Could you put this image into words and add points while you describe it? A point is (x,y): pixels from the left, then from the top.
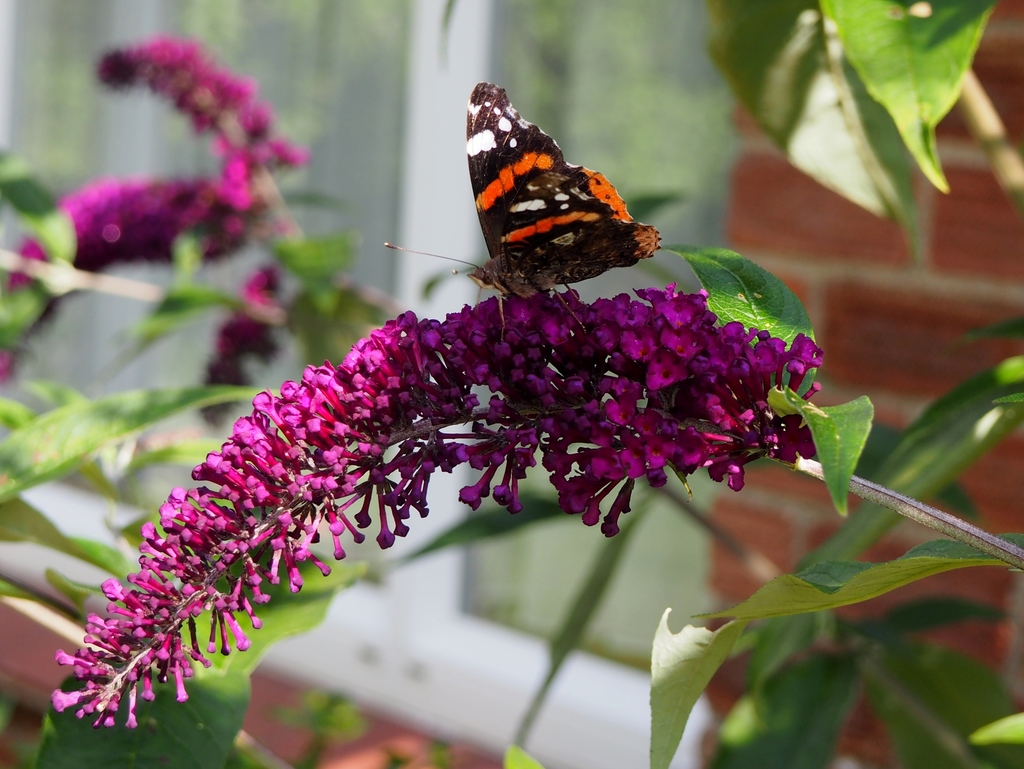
In this image I can see a butterfly (417,252) on the flower (653,290) and the butterfly (508,146) is in brown and orange color and the flowers (259,583) are in pink color and I can see leaves (898,90) in green color.
